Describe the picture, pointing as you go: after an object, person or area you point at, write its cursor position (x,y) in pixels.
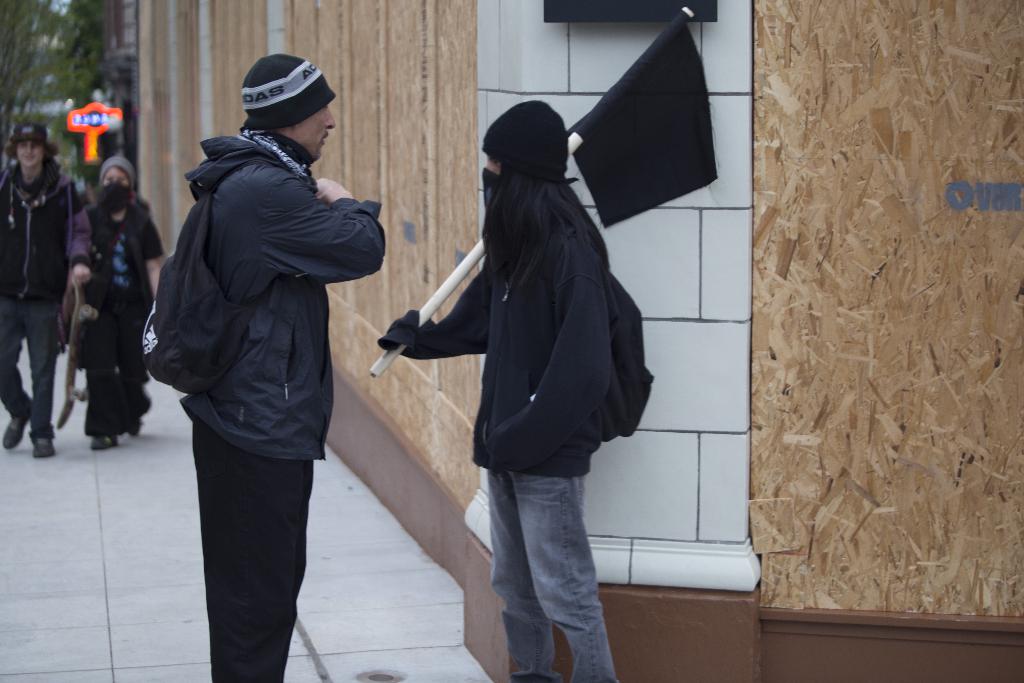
In this image in the foreground (397,323) there are two persons (498,391) who are standing, and one person (260,322) is wearing a bag (184,266) and one person (494,278) is holding a pole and flag (593,169). And in the background (110,249) there are some persons (94,255) walking, and there is a building (387,98) and some trees (97,72). At the bottom (180,551) there is a walkway (146,551).
